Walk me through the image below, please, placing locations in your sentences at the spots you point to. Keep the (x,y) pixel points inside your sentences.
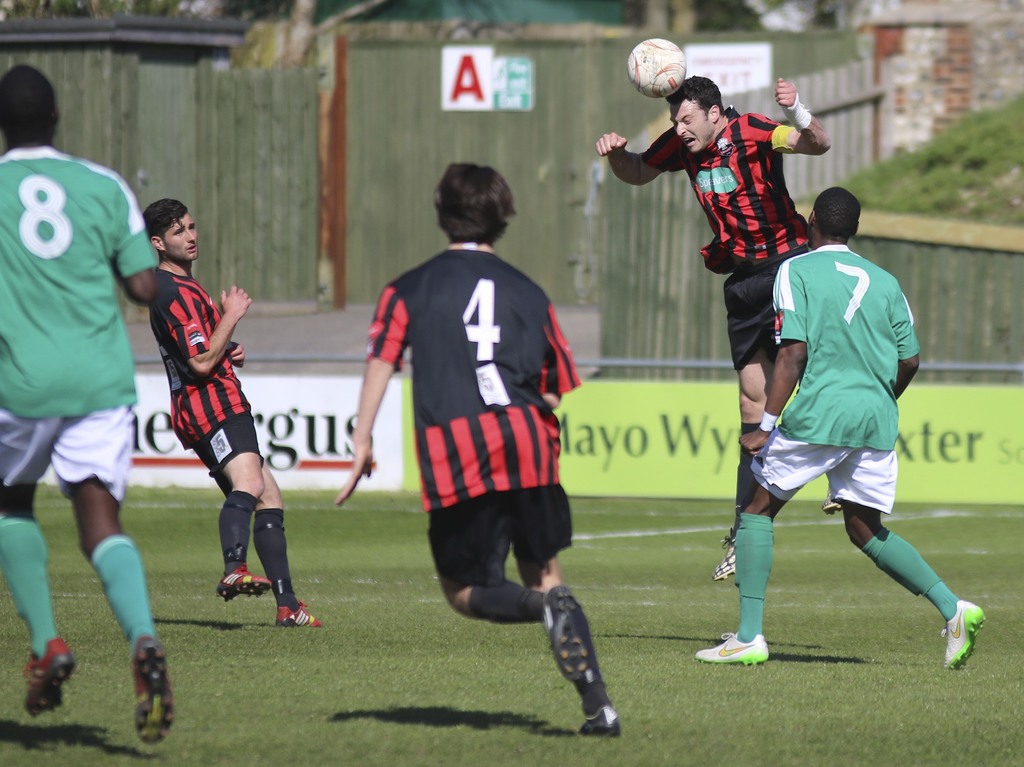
In this image we can see people (363,445) are playing in the ground (671,539). This man (717,208) is jumping and there is a ball (670,82) on his head (696,82). In the background (849,108) we can see fence (870,152) and house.
